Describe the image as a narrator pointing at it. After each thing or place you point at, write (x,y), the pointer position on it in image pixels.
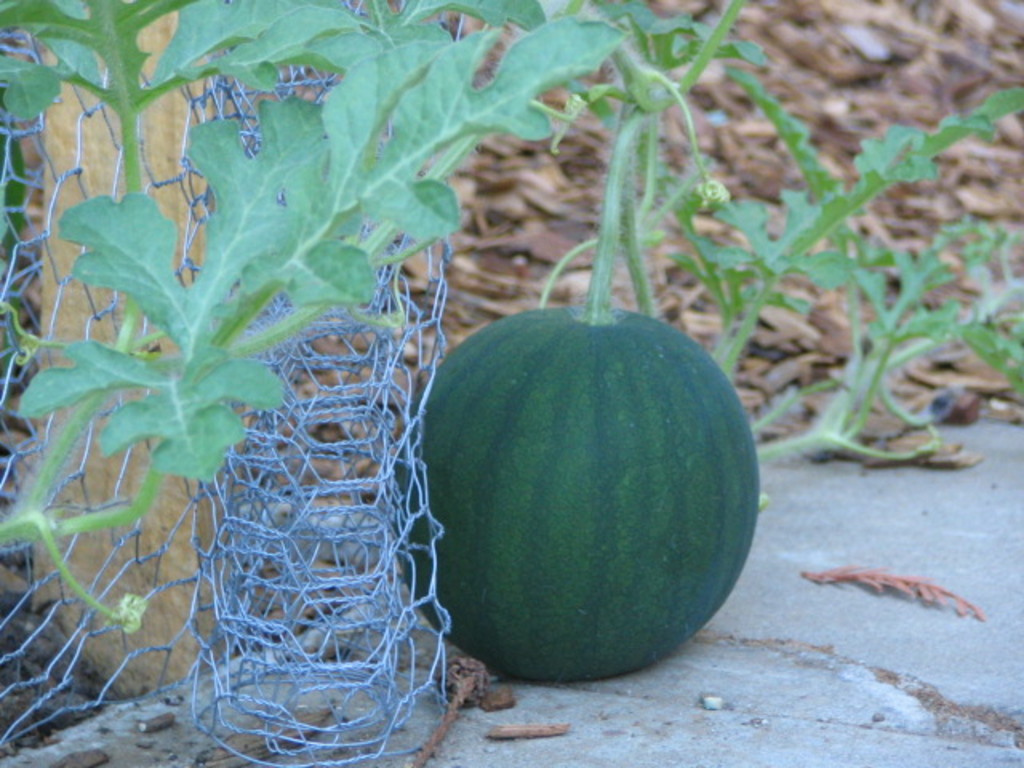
This picture is clicked outside. In the foreground (863,673) we can see the ground (648,695) and the metal net (277,619) and we can see a watermelon (627,450) and the plants (604,7). In the background (931,59) we can see the dry leaves (728,130) and some objects (744,198) lying on the ground (853,747).
